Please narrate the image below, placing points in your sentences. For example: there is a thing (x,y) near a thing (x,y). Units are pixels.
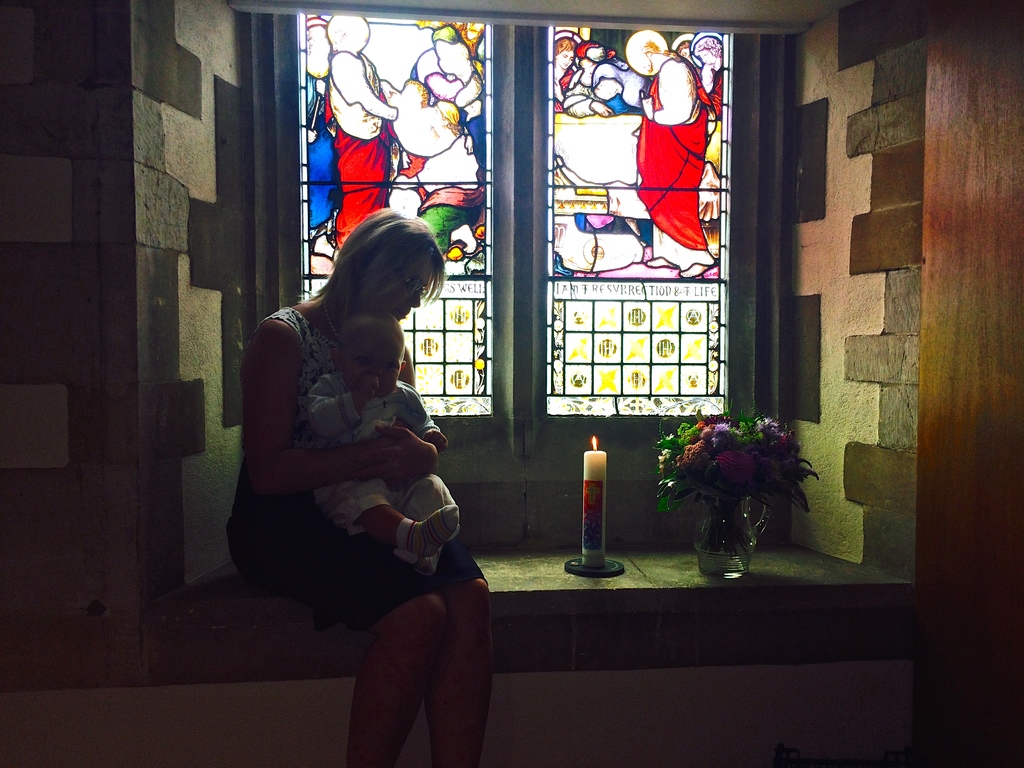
Here we can see a woman (386,437) sitting on a platform (663,593) by holding a kid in her hands (361,448) at the window (348,122) and there is a candle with flame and a flower vase (701,524) on this platform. On the window (653,315) we can see designs (368,96) and this is the wall (648,537).
